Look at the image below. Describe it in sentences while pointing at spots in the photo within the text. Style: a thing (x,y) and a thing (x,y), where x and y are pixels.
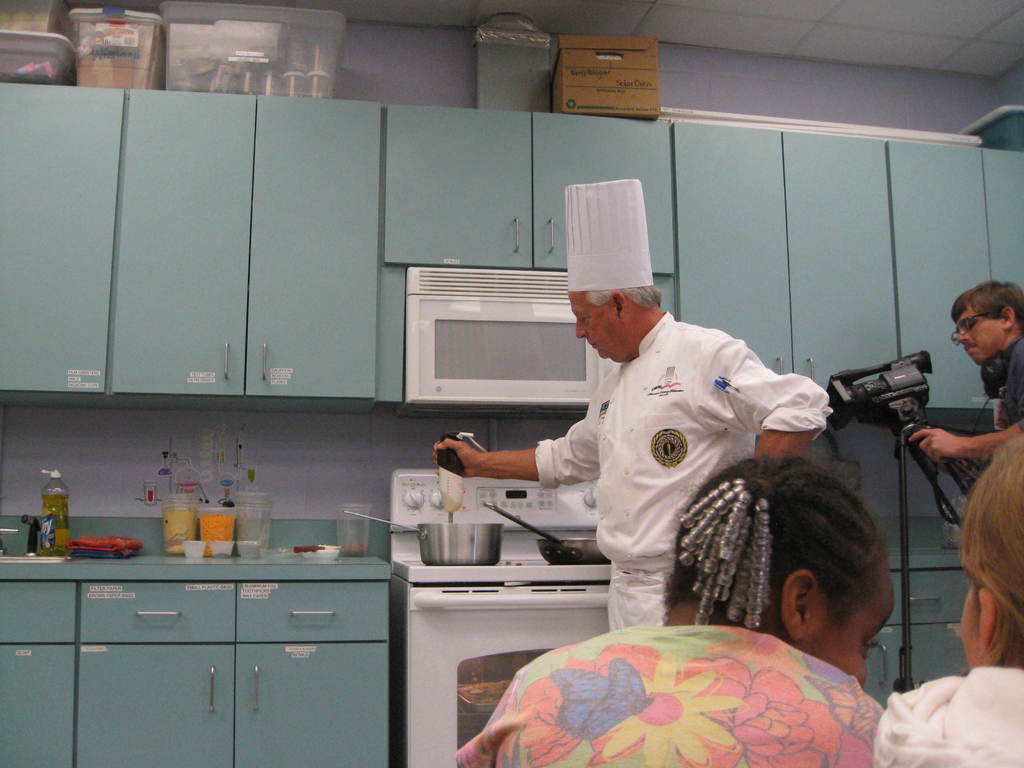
In this picture there is a man (583,335) standing and holding the object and there is a man (1023,325) standing and holding the camera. In the foreground (890,711) there are two people (560,700). At the back (189,538) there are glasses (214,531), bottles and there is a bowl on the table (155,698) and there are bowls (573,554) on the stove (572,601). At the top (135,237) there are cupboards (812,323) and there might be a micro oven (561,335) and there are boxes (44,31) and there is a cardboard box (587,66) on the cupboards (527,124).
